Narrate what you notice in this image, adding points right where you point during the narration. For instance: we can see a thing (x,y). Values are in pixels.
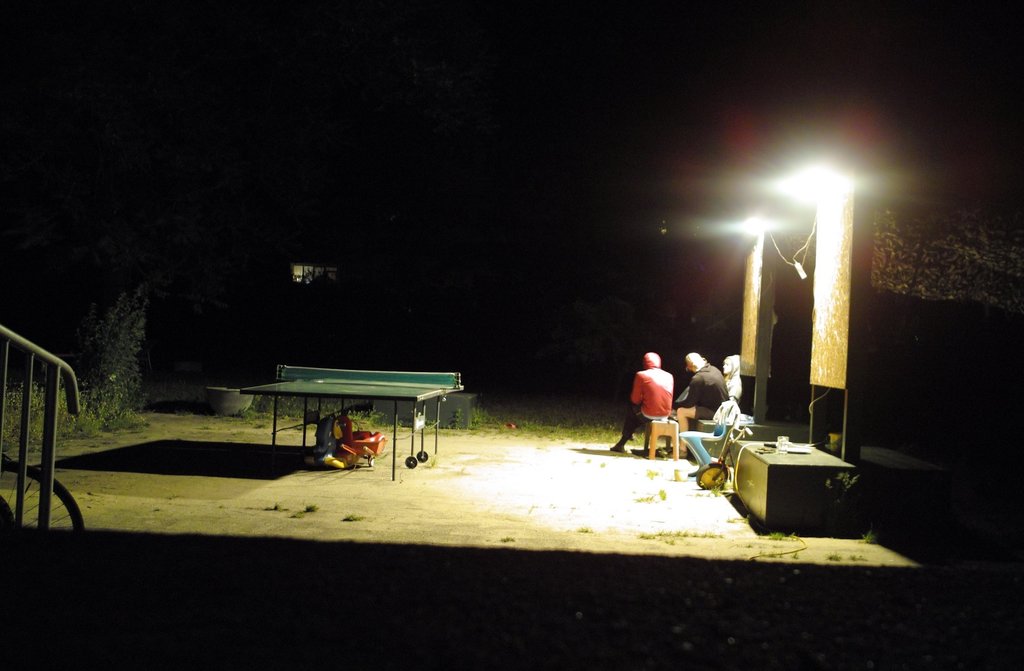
In this image I can see a person (646,377) wearing red hoodie (658,381) and another person (716,392) wearing black t shirt (712,380) are sitting and I can see a table tennis table (365,378) and few other objects (362,448) under it. In the background (134,342) I can see few trees (229,263), a light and the dark background (403,217).
